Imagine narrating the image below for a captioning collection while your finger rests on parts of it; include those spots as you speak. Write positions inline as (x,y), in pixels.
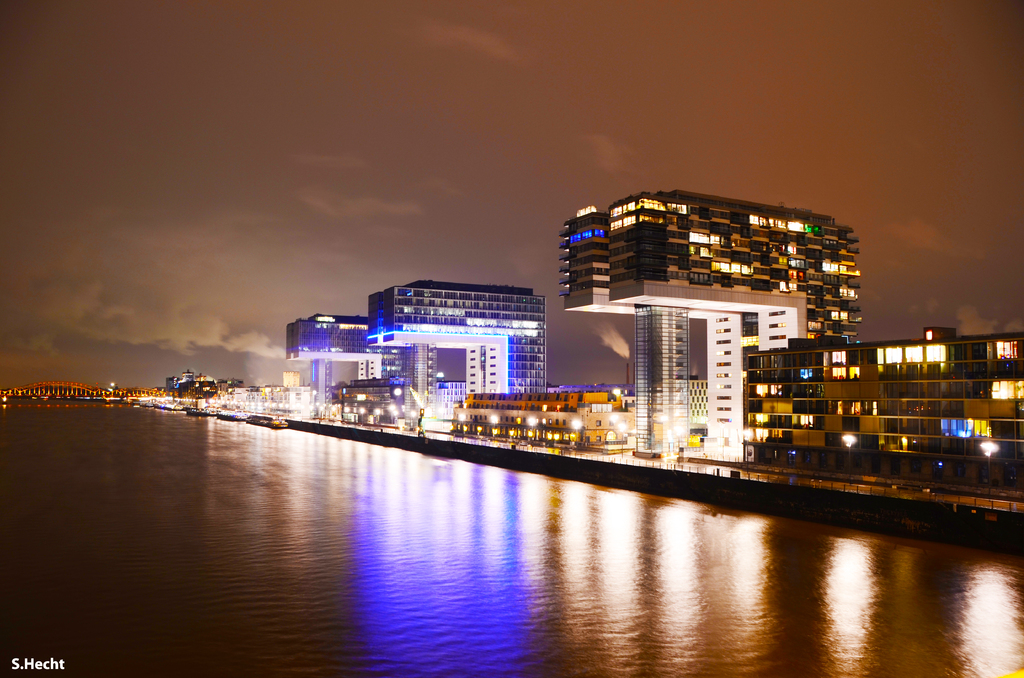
In this image there is a lake (153,444), in that lake (189,457) there are boats (231,419), in the background (851,424) there are buildings (821,420), bridge (91,392) and the sky (582,91), on the bottom left (28,662) there is text (61,659).
